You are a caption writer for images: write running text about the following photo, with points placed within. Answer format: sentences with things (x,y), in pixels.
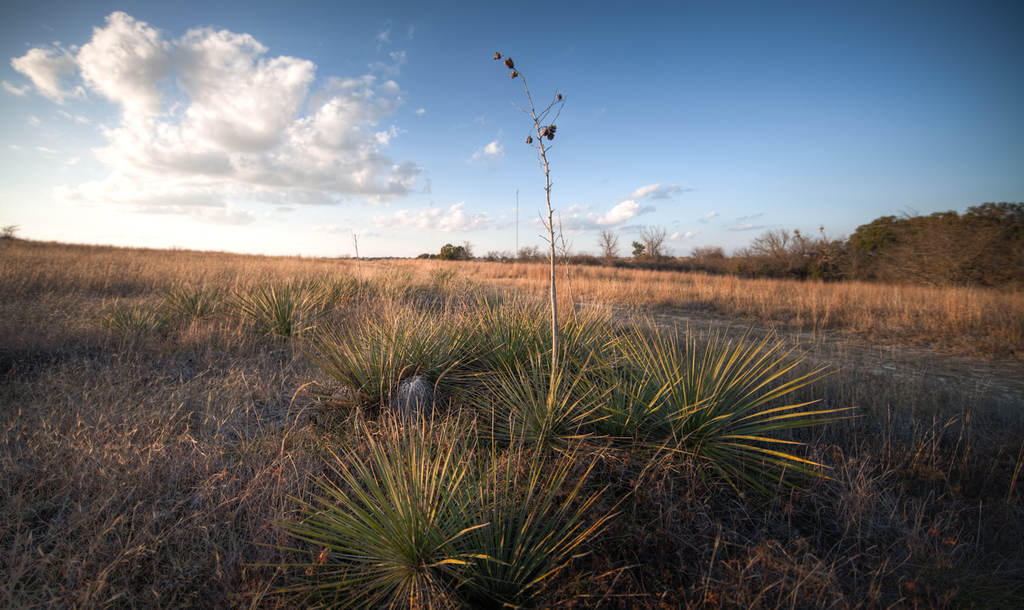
In the image we can see grass (322,434), trees (892,260) and the cloudy sky (598,114).
